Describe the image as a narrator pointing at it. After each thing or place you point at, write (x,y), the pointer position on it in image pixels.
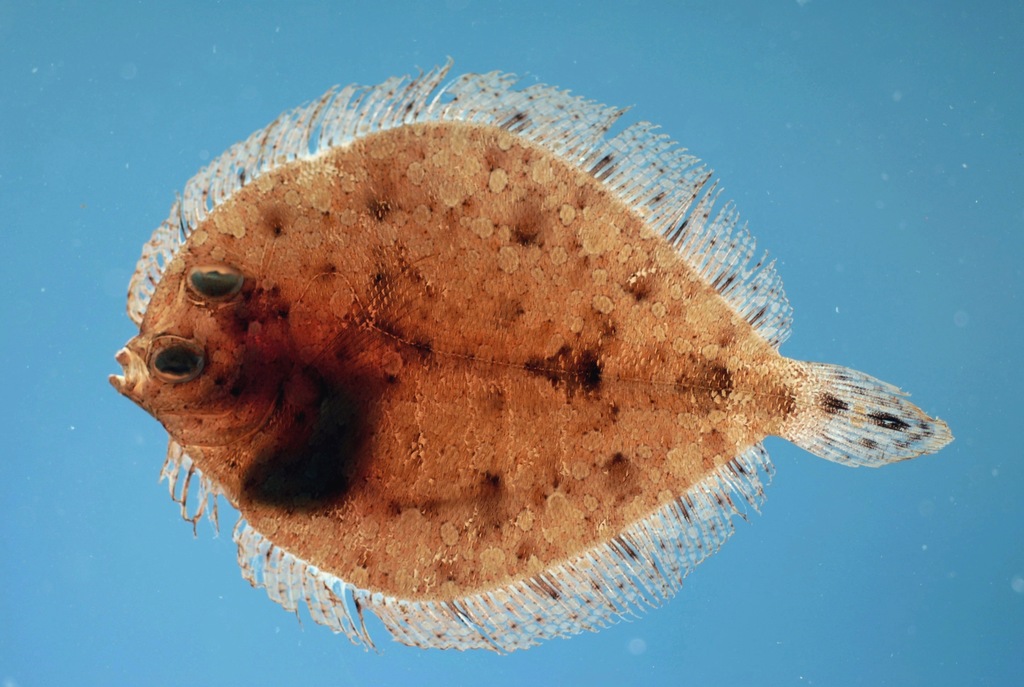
In this image I can see a fish (449,474) which is in brown color and I can see blue color background (994,189).
